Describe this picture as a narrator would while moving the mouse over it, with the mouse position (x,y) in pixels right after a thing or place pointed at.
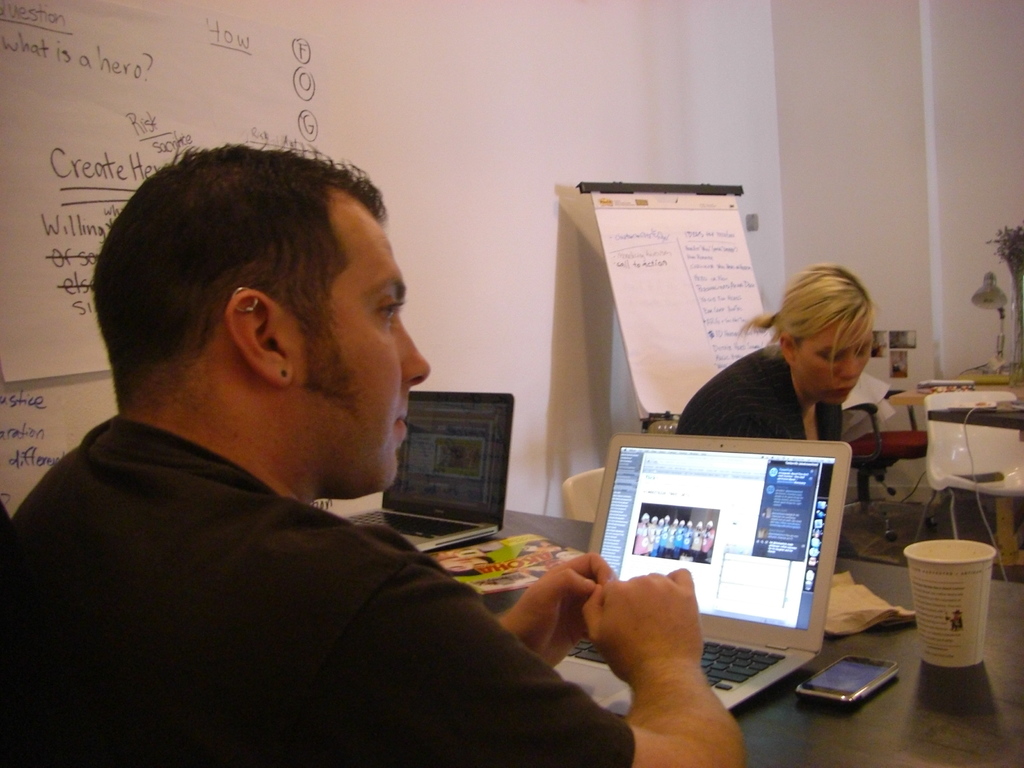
In this image there is a person (463,741) sitting at the center (385,287). There is a laptop (619,443) on the table (853,561). In the background of the image (808,291) there is a another lady (831,291). There is a wall (755,93).
